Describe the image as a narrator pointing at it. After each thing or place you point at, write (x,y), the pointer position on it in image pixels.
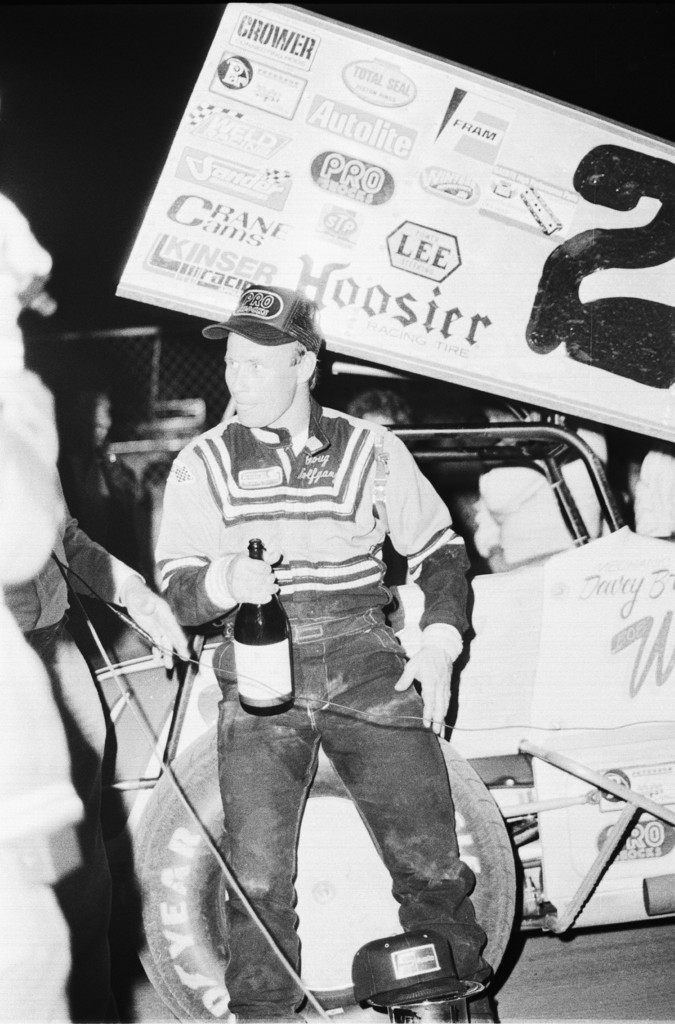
In this picture there is a man (354,459) who is wearing cap (267,319), jacket (363,493), jeans (410,702) and shoe (488,1003). He is holding wine bottle (266,582). He is standing near to the car (453,785). On the car (519,774) we can see the banner (503,264) and poster (439,173). On the left (27,253) we can see another person (15,801) who is also standing near to the car (123,744). In the background (69,381) we can see the fencing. At the top right (590,62) we can see the darkness (600,29).
